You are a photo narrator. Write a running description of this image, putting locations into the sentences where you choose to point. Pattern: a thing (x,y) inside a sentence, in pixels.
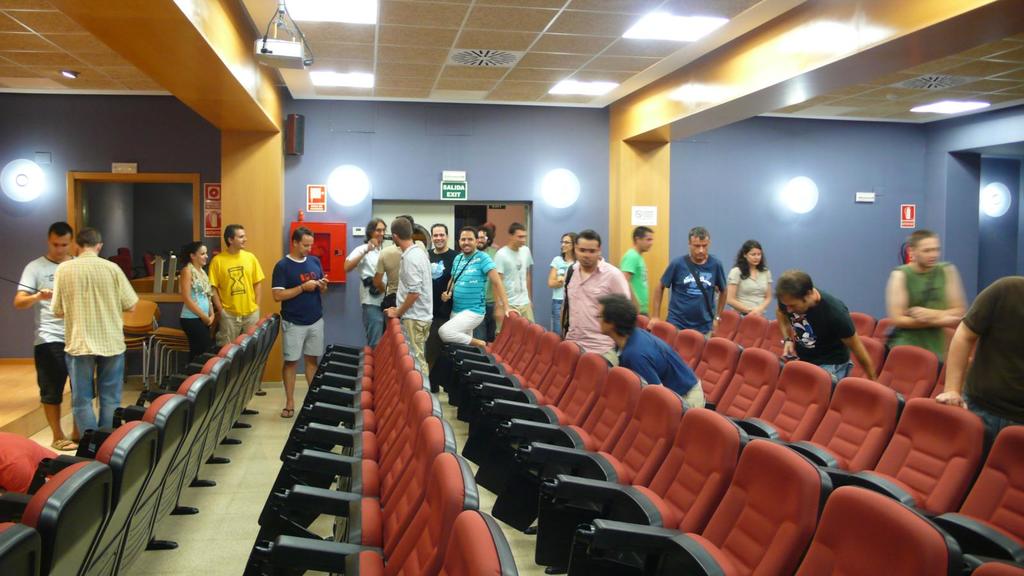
In this image there are group of persons (80,308), there is a person (23,469) truncated towards the left of the image (25,450), there is a person (1000,337) truncated towards the right of the image (997,303), there are chairs (270,518) truncated towards the bottom of the image (567,516), there is a wall (523,162), there are objects (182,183) on the wall (877,202), there are lights (340,190), there is roof (659,70) truncated towards the top of the image (327,75), there are lights (340,84) on the roof (524,50).
